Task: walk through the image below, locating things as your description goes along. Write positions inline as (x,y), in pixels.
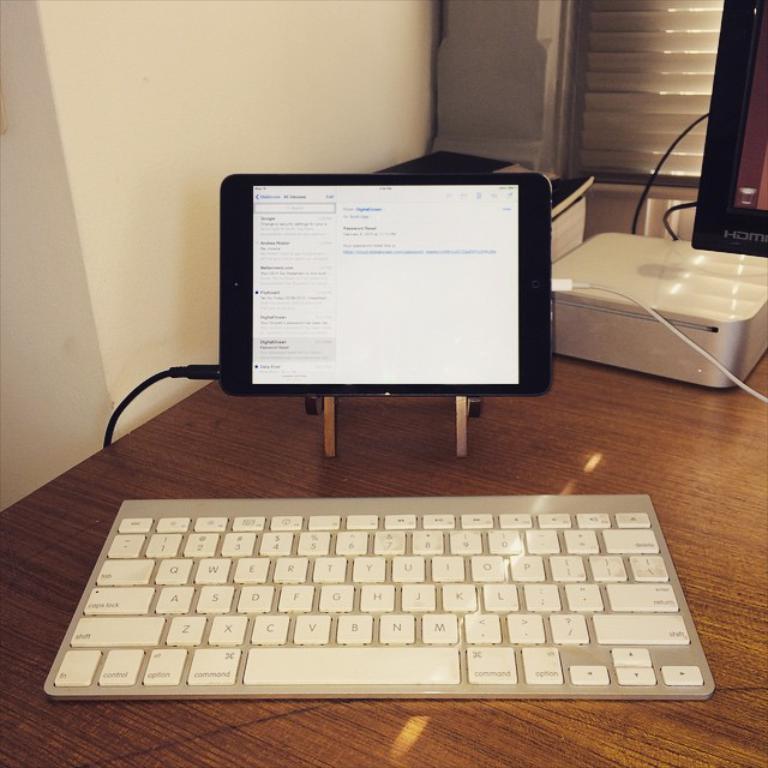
This picture is clicked inside the room (673,465). In the foreground (704,474) we can see a wooden table (730,463) on the top of which a keyboard (401,556), tablet (410,308) and some electronic items (640,257) and some other objects (569,252) are placed. In the background (278,64) we can see the wall (227,131), window blind (663,98) and some other objects (723,200).
